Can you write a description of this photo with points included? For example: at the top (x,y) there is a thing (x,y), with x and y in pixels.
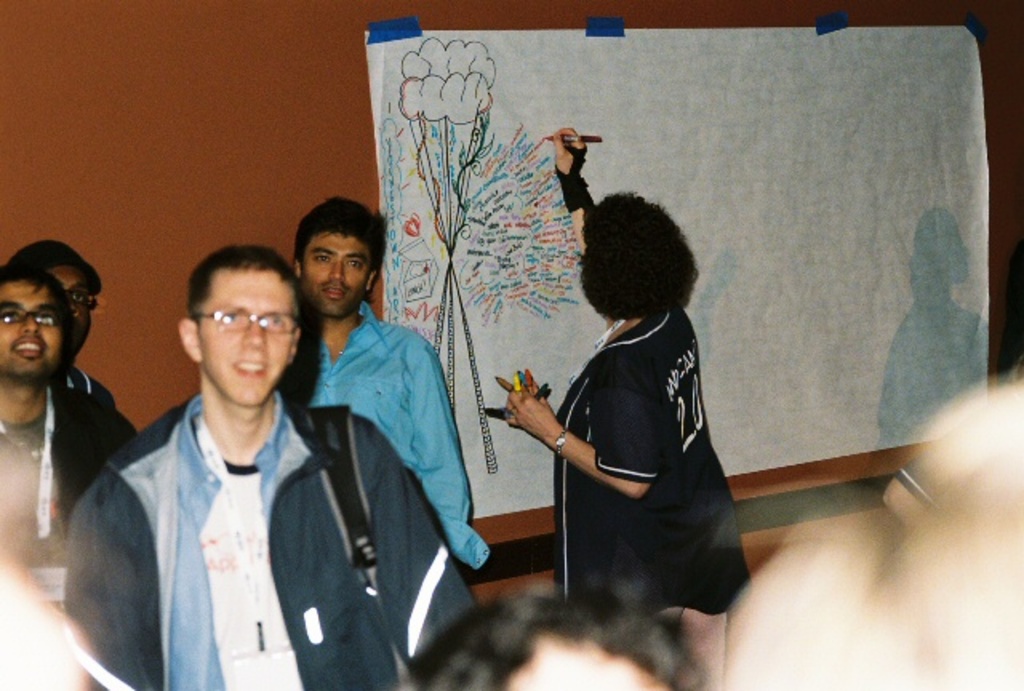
In this image I can see few people (339,309) and I can see three of them are wearing specs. In the background (552,340) I can see one of them is holding pens (544,137) and I can see a white paper (420,230) over here. On this paper (429,176) I can see something is written. I can also see something is written on her dress (648,388).
